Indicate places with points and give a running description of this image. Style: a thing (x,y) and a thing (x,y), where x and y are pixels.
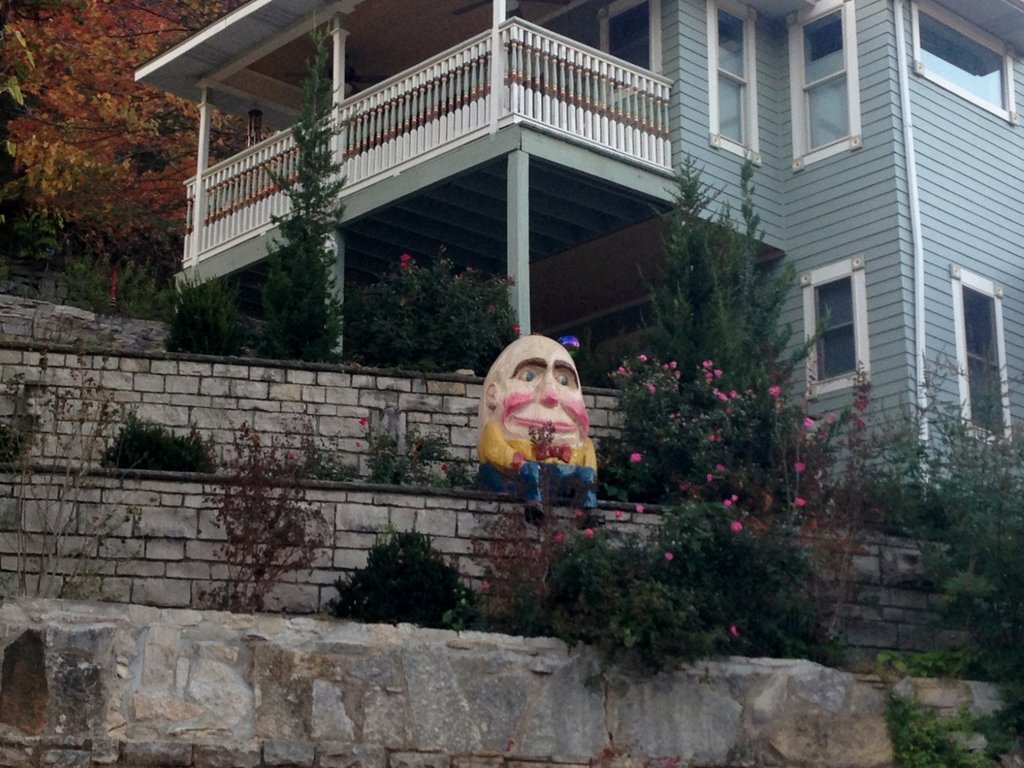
In this image there is a statue (558,395) sitting on the wall (455,488). There are flower plants (463,469) around it. In the background (636,135) there is a building (636,135). At the bottom (394,700) there is a stone wall (454,700). Beside the building (189,63) there is a hill (90,127). At the bottom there are small plants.
